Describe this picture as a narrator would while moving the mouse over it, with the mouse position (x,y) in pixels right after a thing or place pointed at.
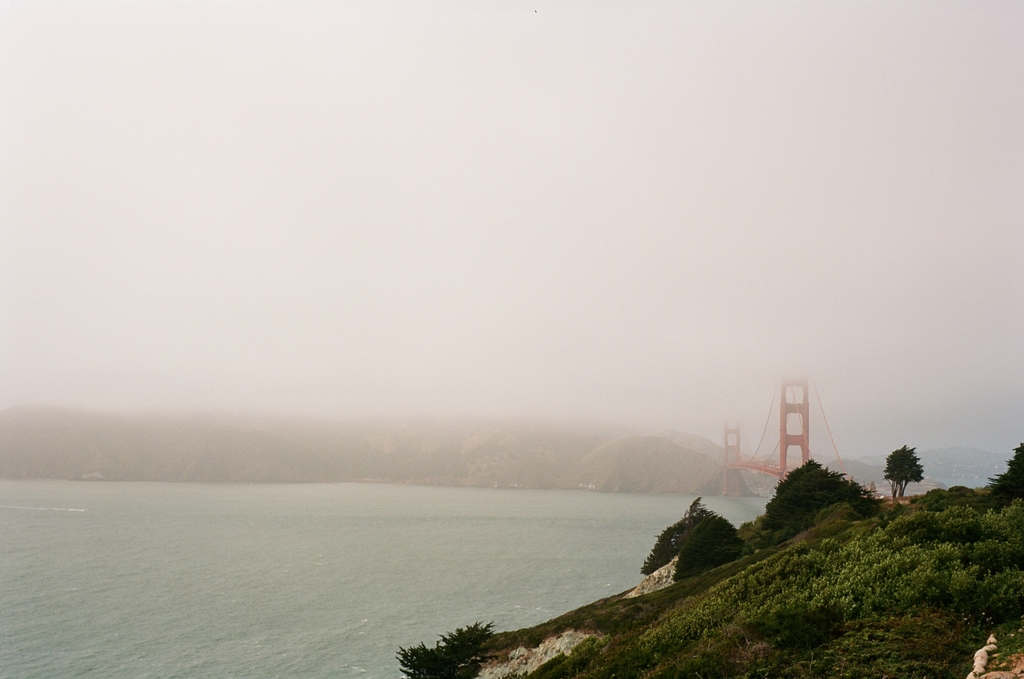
In this image we can see there is a mountain (877,592), trees (925,554), bridge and water (578,541). And at the top (475,225) there is a sky (488,213).
